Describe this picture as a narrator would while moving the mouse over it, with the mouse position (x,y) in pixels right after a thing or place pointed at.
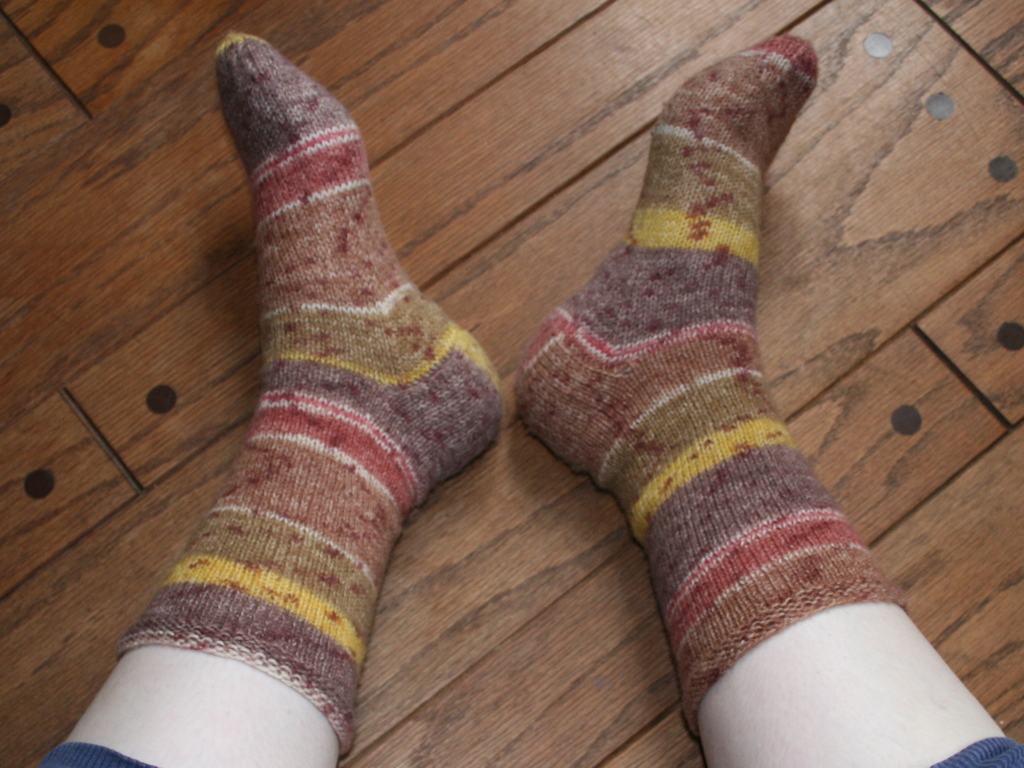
In this image we can see a person's legs (601,464) on the floor (436,254).
